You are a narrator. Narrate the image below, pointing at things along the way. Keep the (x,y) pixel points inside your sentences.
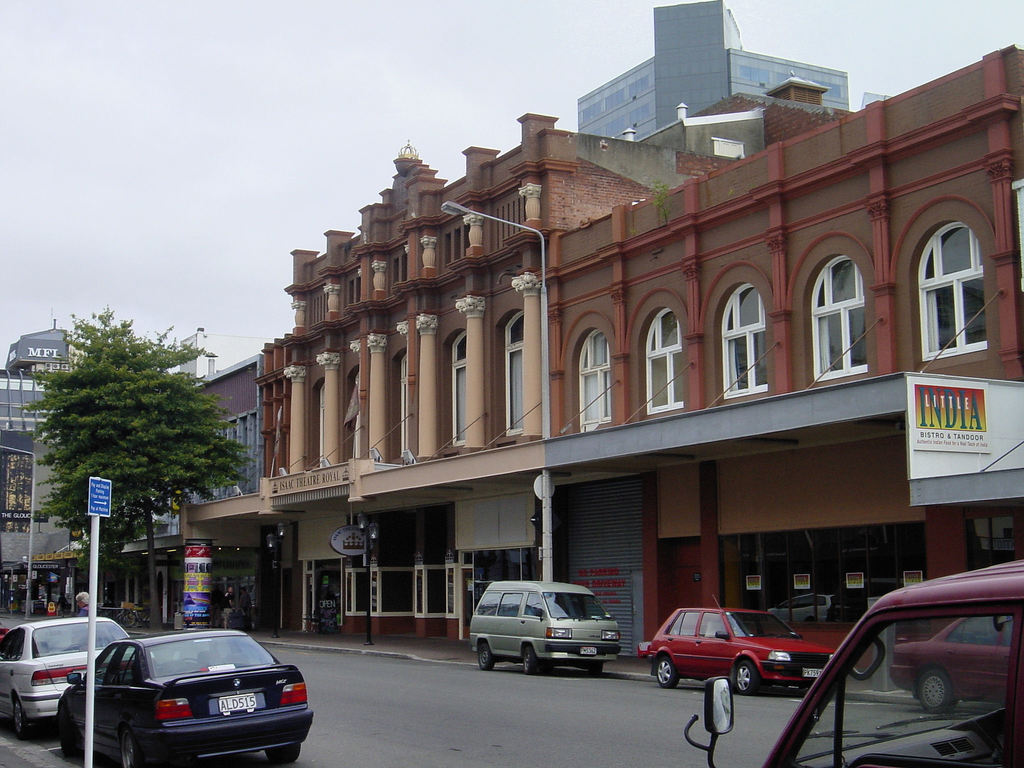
There is a building (495,409) and few vehicles (485,662) are parked in front of the building (387,534) and there are some other apartments (224,376) around the building (530,578) and beside the road (33,725) on the footpath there are pole lights (30,524) and a caution board (92,557), there is a tall tree (98,432) in a distance from the building (387,555).
